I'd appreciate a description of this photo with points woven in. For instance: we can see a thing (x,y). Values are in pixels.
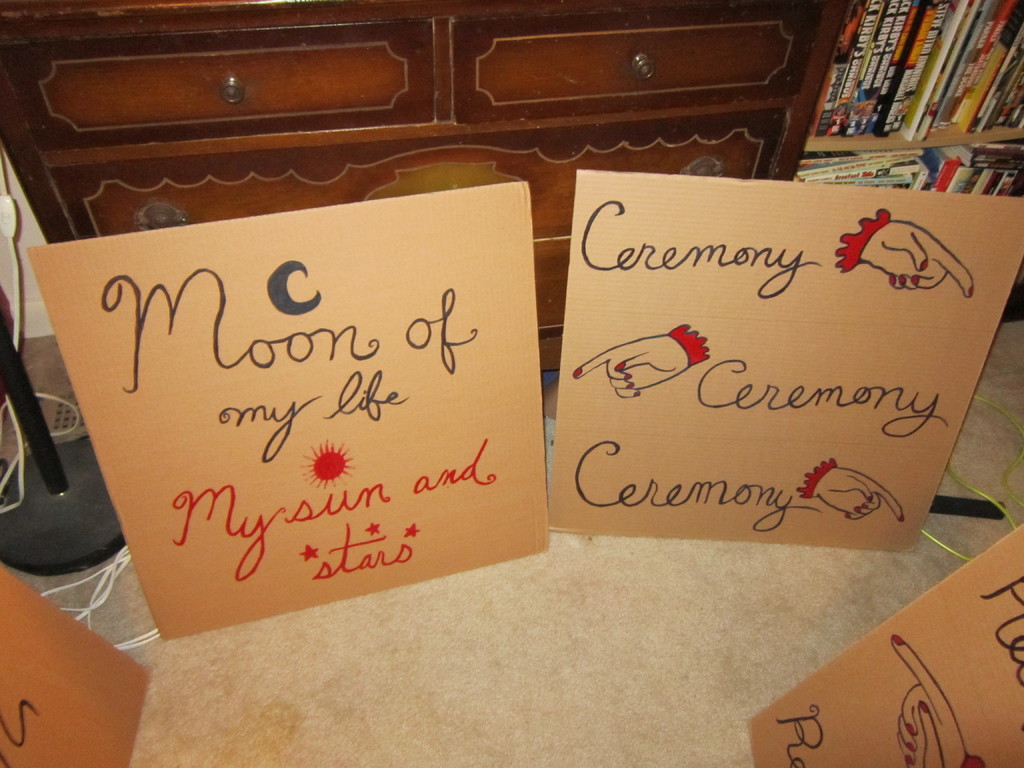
In this image, we can see cardboard sheets (905,522) contains some written text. There is a drawer table (347,98) at the top of the image (687,136). There are some books (892,177) in the top right of the image (852,131). There is a metal stand (43,435) on the left side of the image (67,476).
